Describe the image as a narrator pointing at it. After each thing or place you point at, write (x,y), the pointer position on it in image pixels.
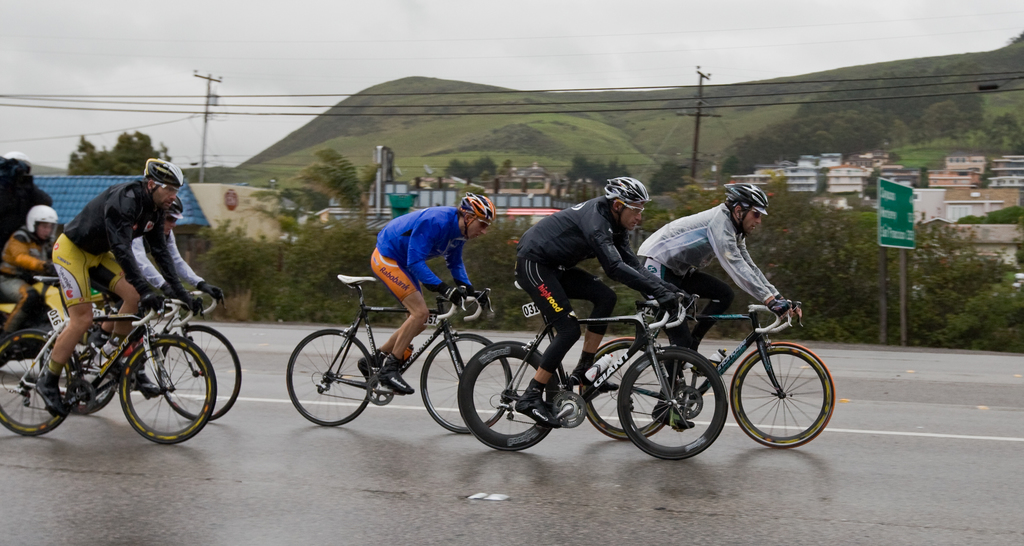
In this image there is a road (318,453). There are people (641,283) riding cycles (238,368). There are trees (819,276) and buildings (197,238) in the background (814,275). There are mountains (769,129). There are electric poles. There is a green color board (906,210) on the right side (906,192).
